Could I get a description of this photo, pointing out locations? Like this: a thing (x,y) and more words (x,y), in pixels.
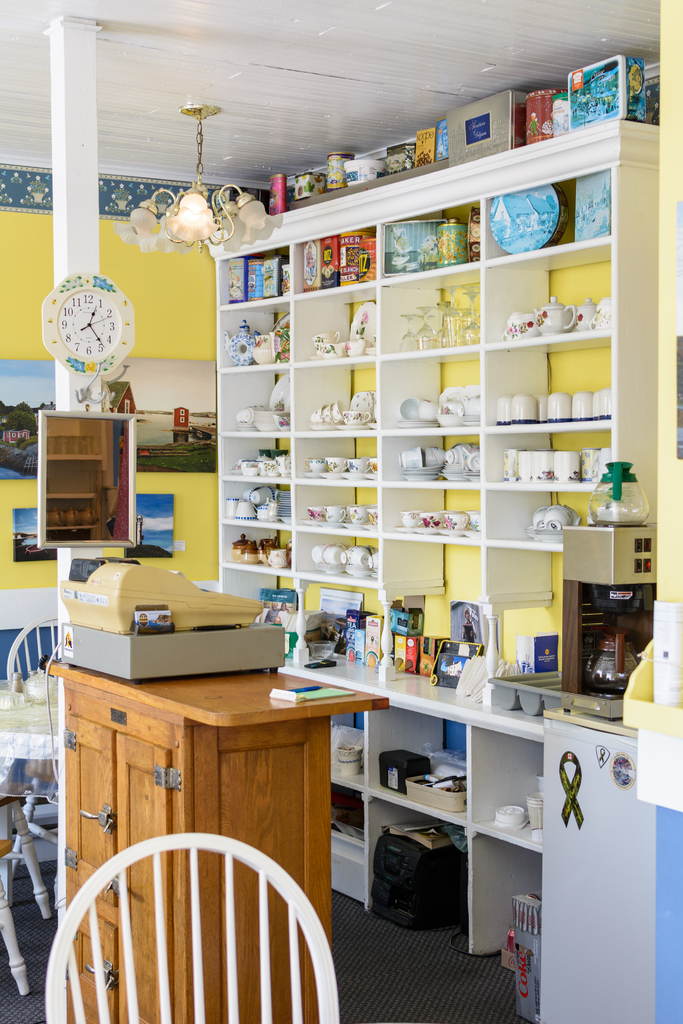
In the image we can see shelves (382,383) and on the shelf (488,504), we can see tea cups (516,399), saucers (287,500), wine glasses (417,339), teapots (543,320) and bowls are kept. Here we can see the desk (389,684) and on the desk (371,674) there are many other things (372,662). Here we can see wooden table (169,744), on the table (170,726) there is an electronic device (101,587). Here we can see pole (67,184) to the pole (72,140) there is a mirror (94,510) and clock (44,340) attached. Here we can see chairs (27,840), floor (48,867), bag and the chandelier (178,223).
